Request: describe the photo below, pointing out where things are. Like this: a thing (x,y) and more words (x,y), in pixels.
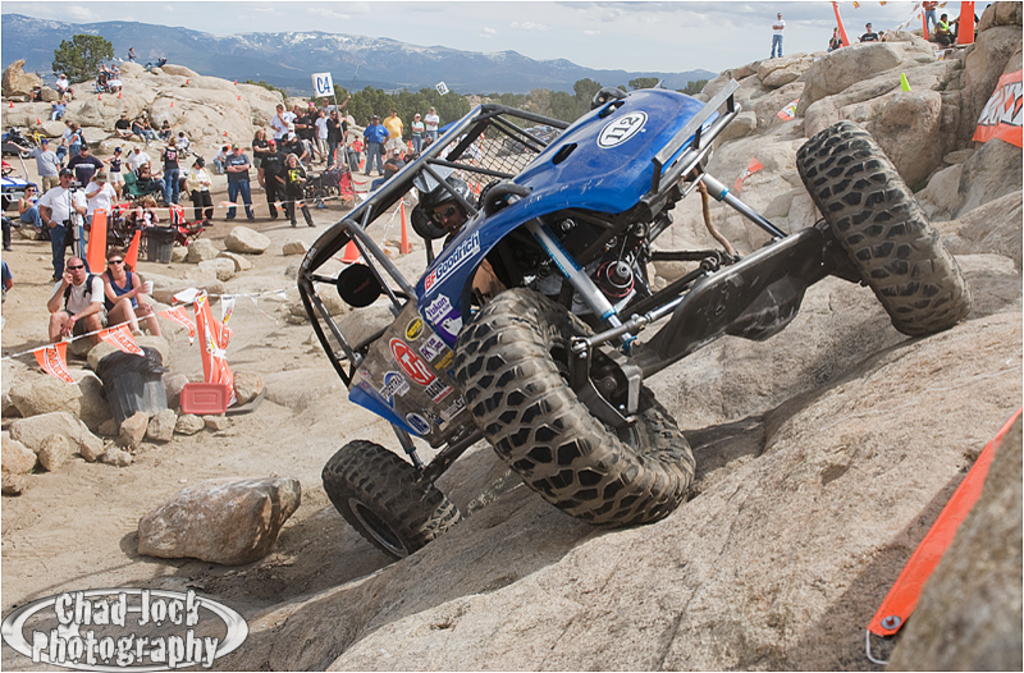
In this image we can see some people (52,231) and among them few people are standing and few people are sitting. We can see some rocks (752,96) and there is a person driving a vehicle (669,471) and we can see some trees (95,73) and the mountains (54,26) in the background (162,40) and at the top (398,7) we can see the sky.
